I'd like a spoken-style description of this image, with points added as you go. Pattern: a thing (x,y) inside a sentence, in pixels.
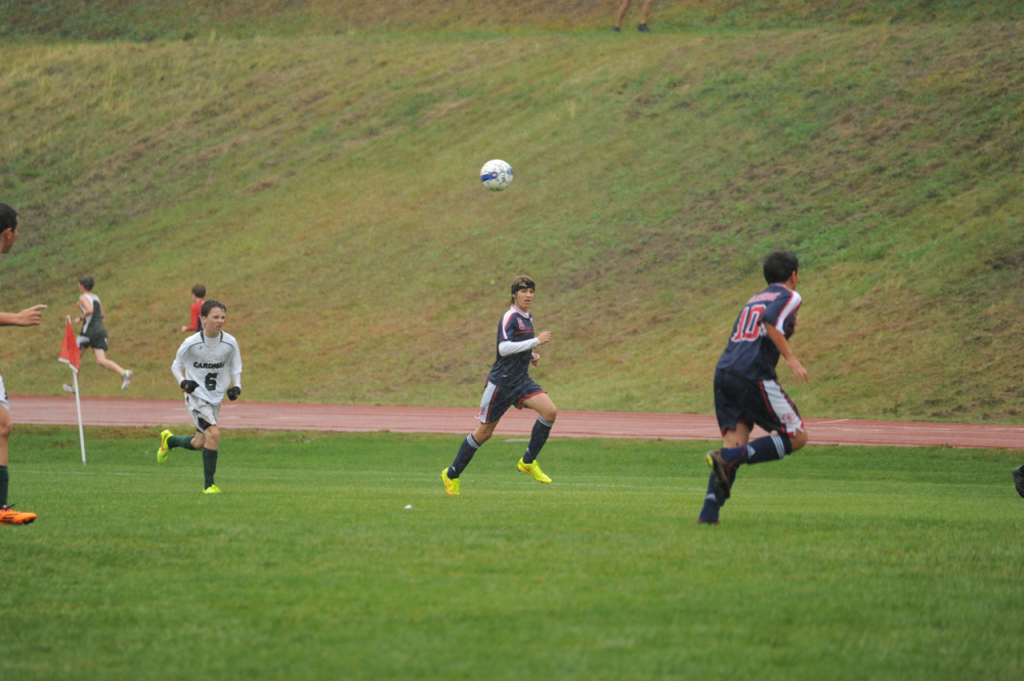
In this image I can see an open grass ground (489,442) and on it I can see four persons (762,461) are playing football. I can see all of them are wearing sports jerseys (508,333), football shoes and on their jerseys (199,343) I can see something is written. On the left side (83,348) I can see two more persons (97,352), a pole (73,357) and a red colour flag (71,323) and in the centre of the image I can see a white colour football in the air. On the top side of this image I can see legs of a person's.
